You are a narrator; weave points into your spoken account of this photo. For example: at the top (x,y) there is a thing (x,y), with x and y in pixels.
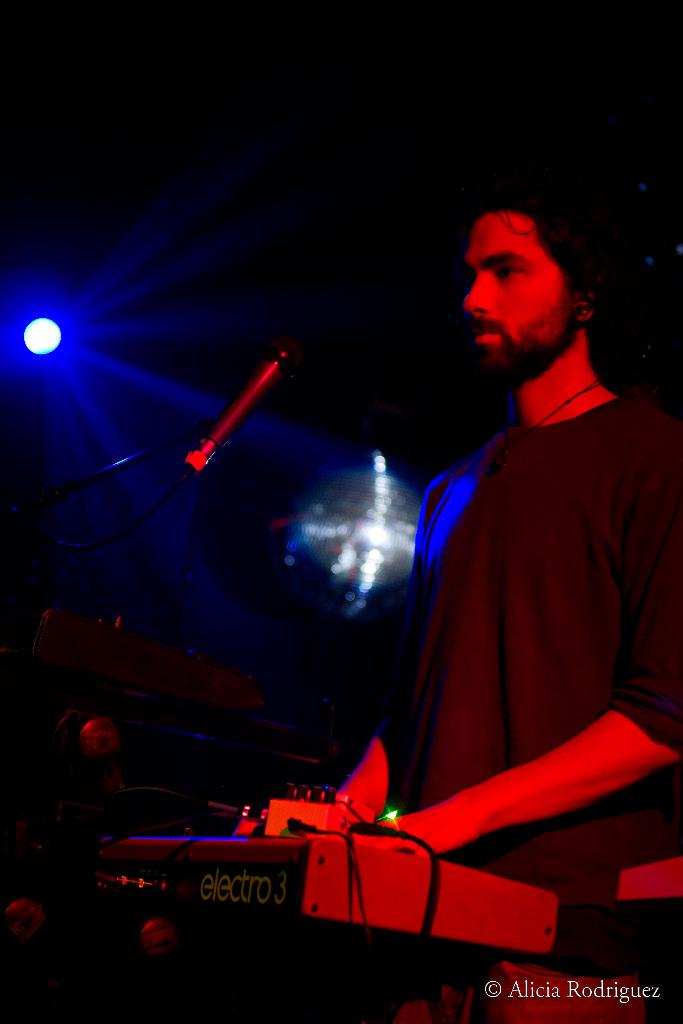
In the picture I can see a person (527,665) wearing black T-shirt (510,675) is standing near the instrument (157,868). Here I can see a mic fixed to the stand (78,481) and the background of the image (58,317) is dark where we can see show lights (50,325).
